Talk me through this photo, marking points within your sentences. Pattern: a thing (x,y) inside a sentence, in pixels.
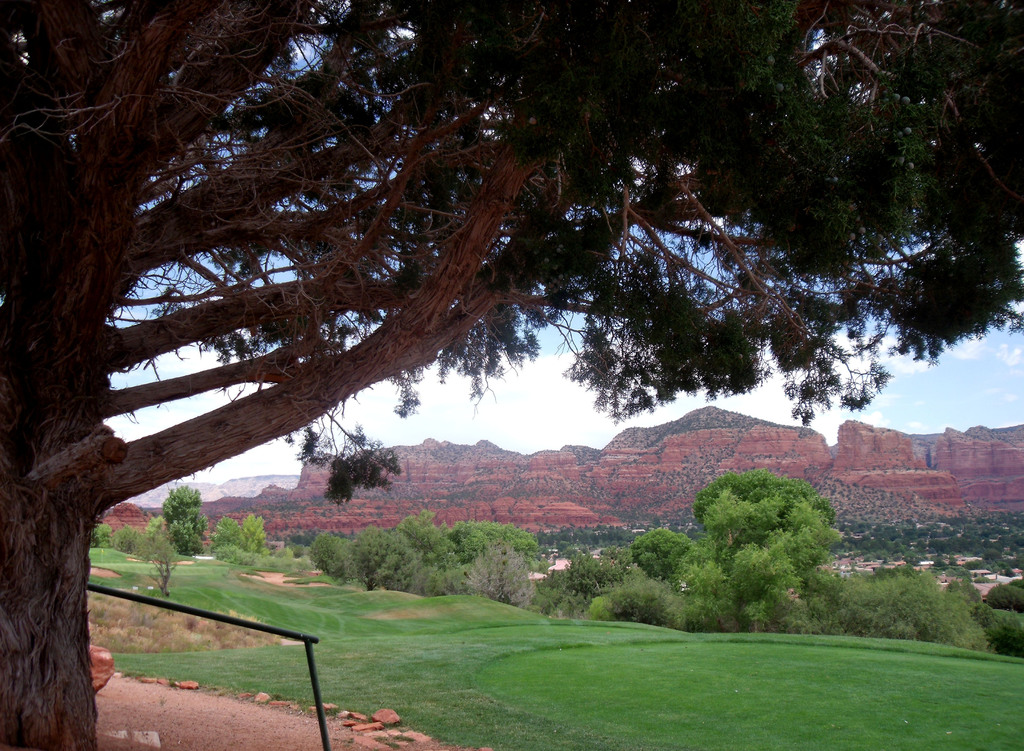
In this image a group of trees (580,546) are there and a group of hills (664,472) together, and we can see a grassy land (739,679).
